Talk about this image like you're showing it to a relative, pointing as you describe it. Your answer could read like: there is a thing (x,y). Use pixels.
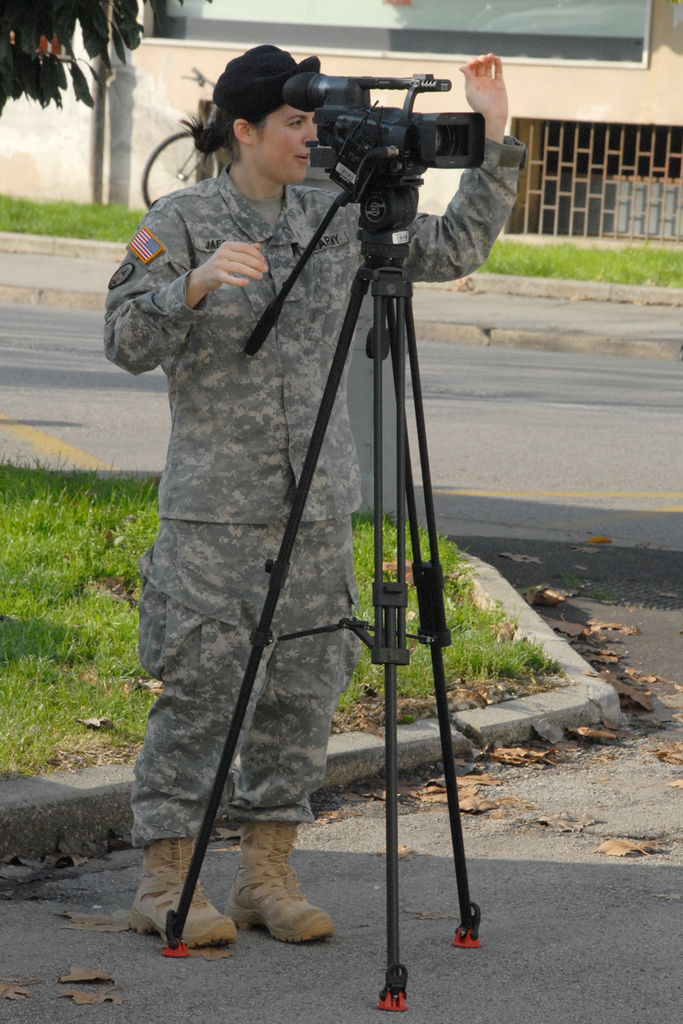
In this picture we can see a person (185,537) standing on the path (286,947) and smiling. There are a few dry leaves (669,759) visible on the path (439,852). We can see a camera (343,143) on a tripod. There is some grass (137,622) visible on the ground (78,614). We can see a pole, grills (575,150), other objects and a building (504,47) in the background (125,143).
